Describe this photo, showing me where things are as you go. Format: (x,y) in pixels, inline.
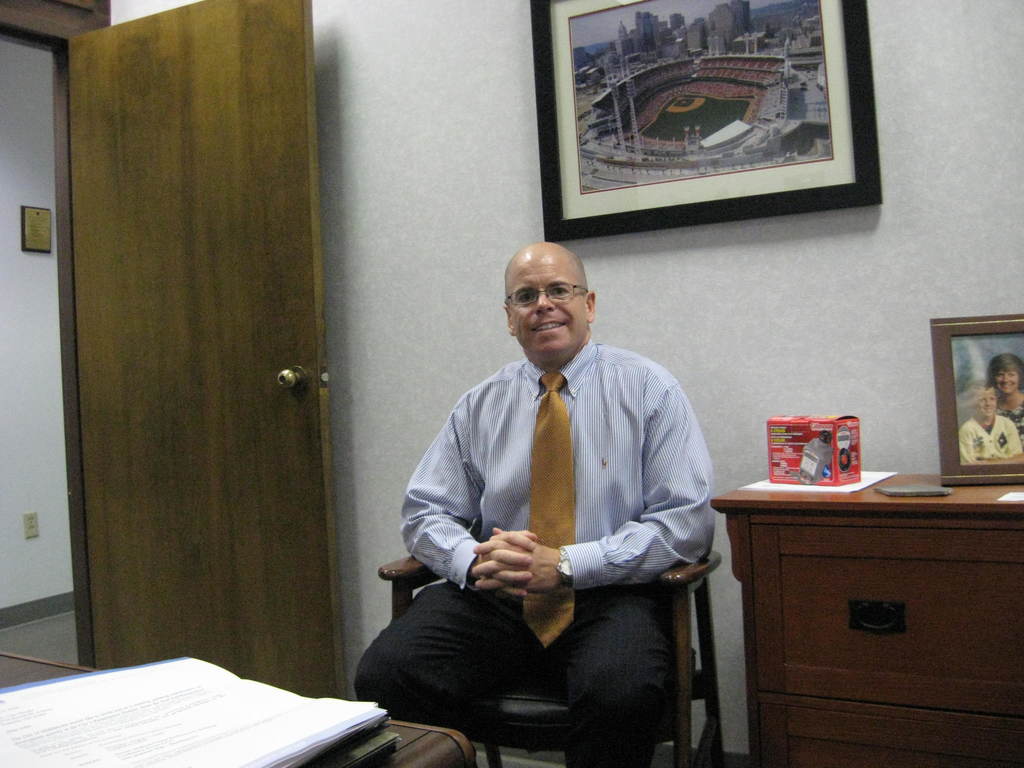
In this image there is a man (496,569) sitting in chair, and in back ground (946,479) there is cardboard (1022,505), photo frame (968,463), box (803,456), paper (787,484), frame (555,155) attached to wall (339,148), door (195,286).
